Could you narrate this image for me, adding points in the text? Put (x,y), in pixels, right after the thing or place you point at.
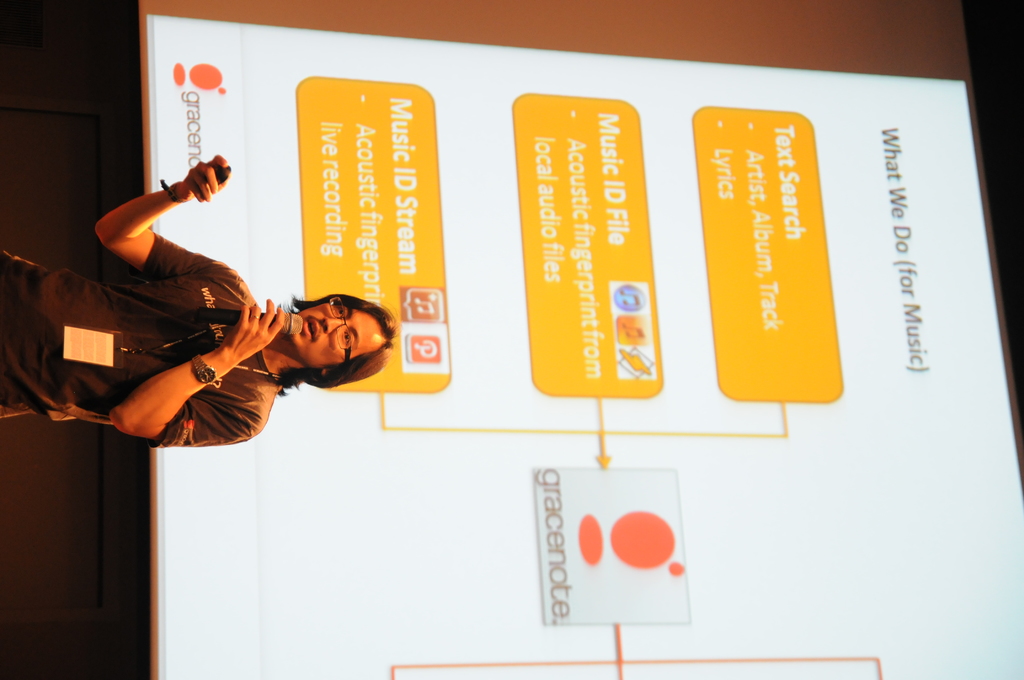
This image is taken indoors. On the right side of the image (825,225) there is a screen (582,104) with a text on it. On the left side of the image (185,306) a man (217,342) is standing and he is holding a mic (288,320) and a remote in his hands (246,347). He is talking.
